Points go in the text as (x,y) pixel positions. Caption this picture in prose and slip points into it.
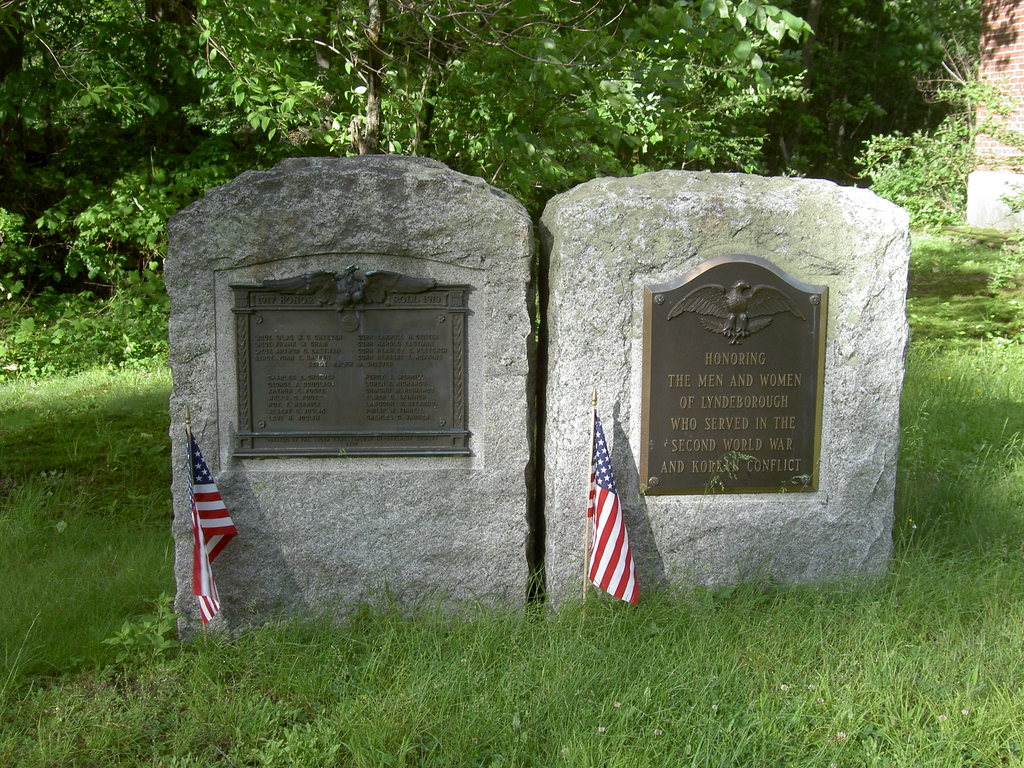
In this image we can see two boards (391,399) with some text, in front of the stones (557,519) there are two flags (606,523), we can see some trees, grass (951,257) and a wall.
